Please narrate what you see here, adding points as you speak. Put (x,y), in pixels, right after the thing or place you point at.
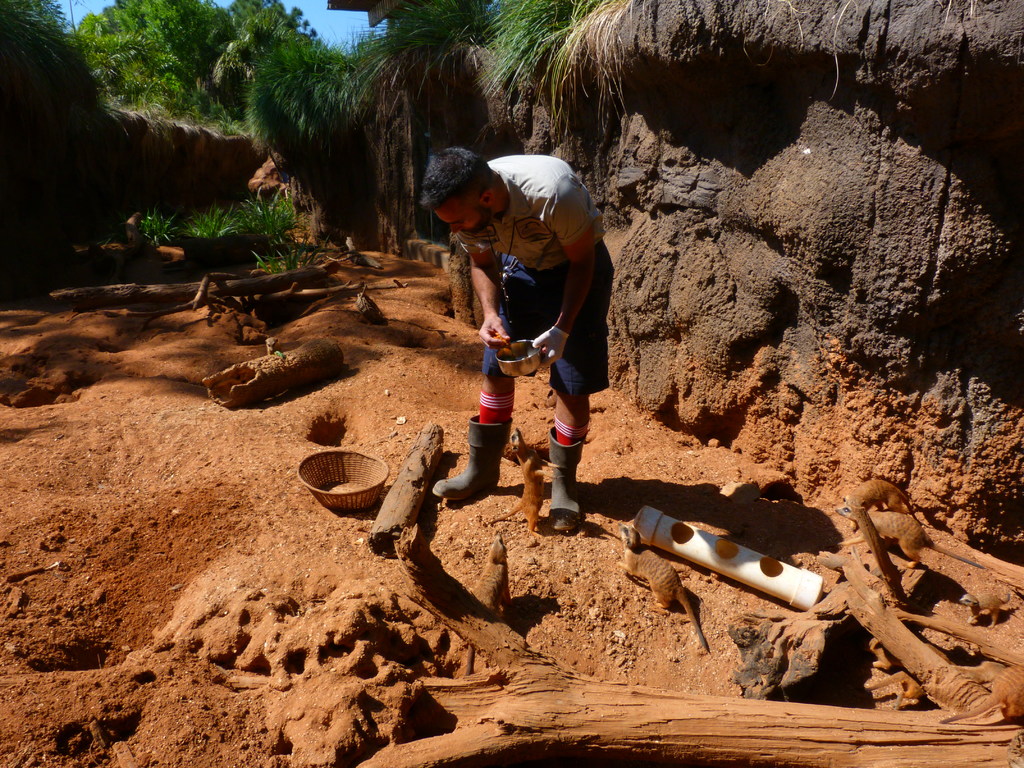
In the center of the image (502,325) a man (531,225) is standing and holding a vessel (540,355) in his hand (547,348). On the right side of the image (707,205) we can see a mud wall (837,200) is there. At the top of the image (120,12) we can see some trees (201,108), sky (316,29) are there. In the middle of the image (357,460) we can see some plants (209,220), container (372,501) and some animals (625,529) are there. At the bottom right corner (944,629) wood sticks (925,649) are present. In the background of the image (169,422) mud (259,461) is there.
